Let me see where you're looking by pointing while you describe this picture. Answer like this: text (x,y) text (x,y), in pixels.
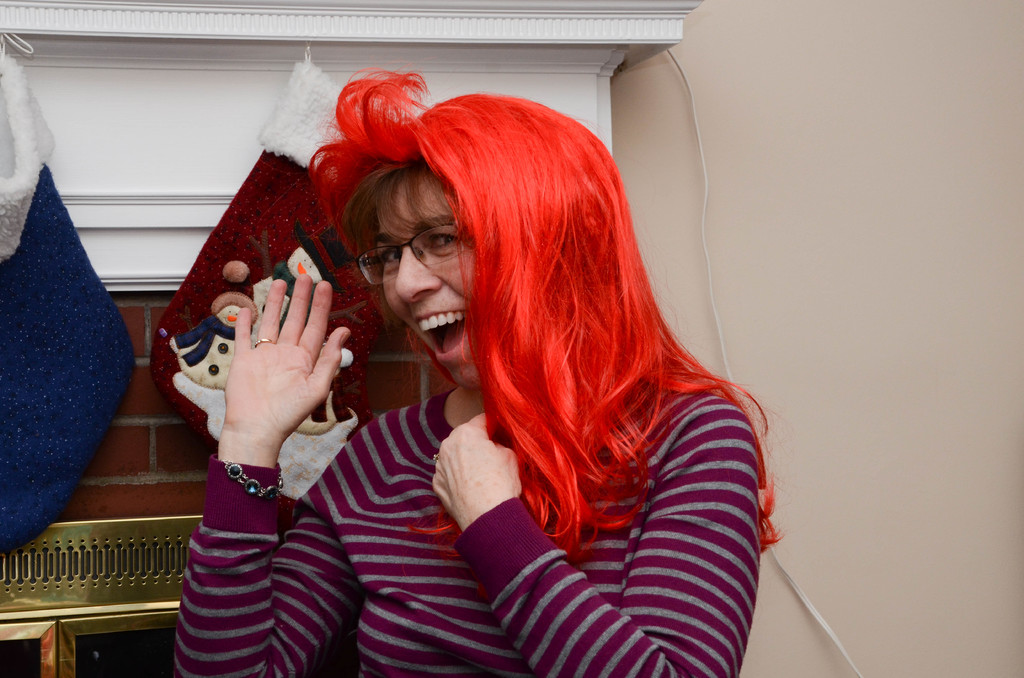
In this image there is a person (500,352) truncated towards the bottom of the image (479,505), the person (464,422) is holding an object (541,294), there is a wire (712,287) truncated towards the bottom of the image (842,655), there are objects (260,310) behind the person (278,316), there is an object (43,323) truncated towards the left of the image (74,298), at the background of the image (104,451) there is a wall (807,165) truncated.
